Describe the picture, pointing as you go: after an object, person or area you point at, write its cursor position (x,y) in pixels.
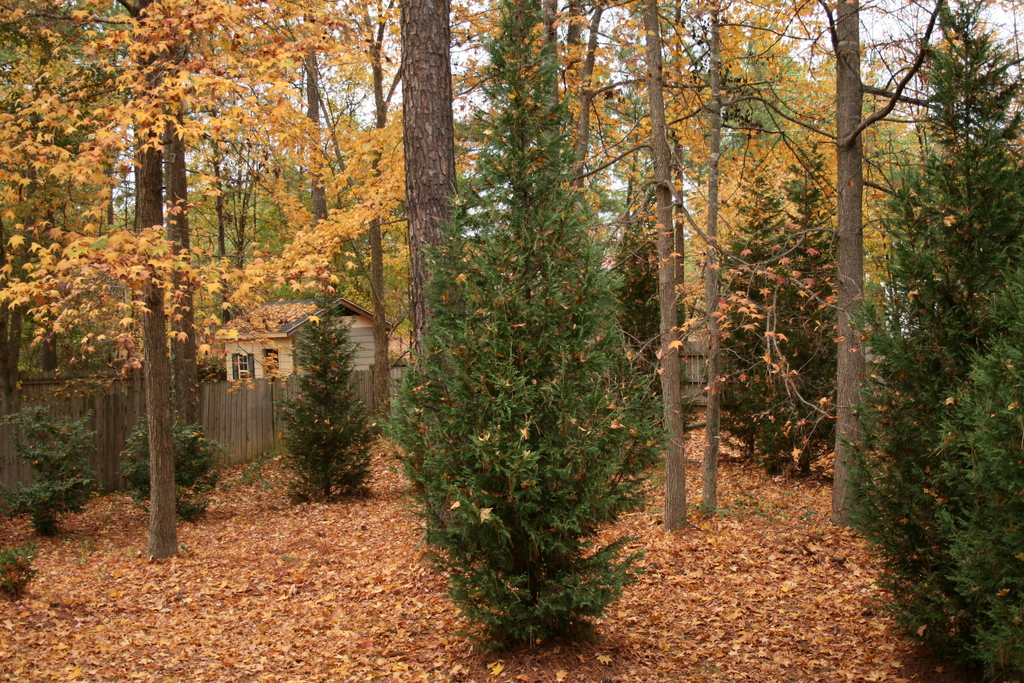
In this image I see number of trees (522,83) and I see the leaves (393,464) on the ground (655,515). In the background (262,442) I see the wooden fencing (224,457) over here and I see a house (240,332) and I see the sky (1006,22).
